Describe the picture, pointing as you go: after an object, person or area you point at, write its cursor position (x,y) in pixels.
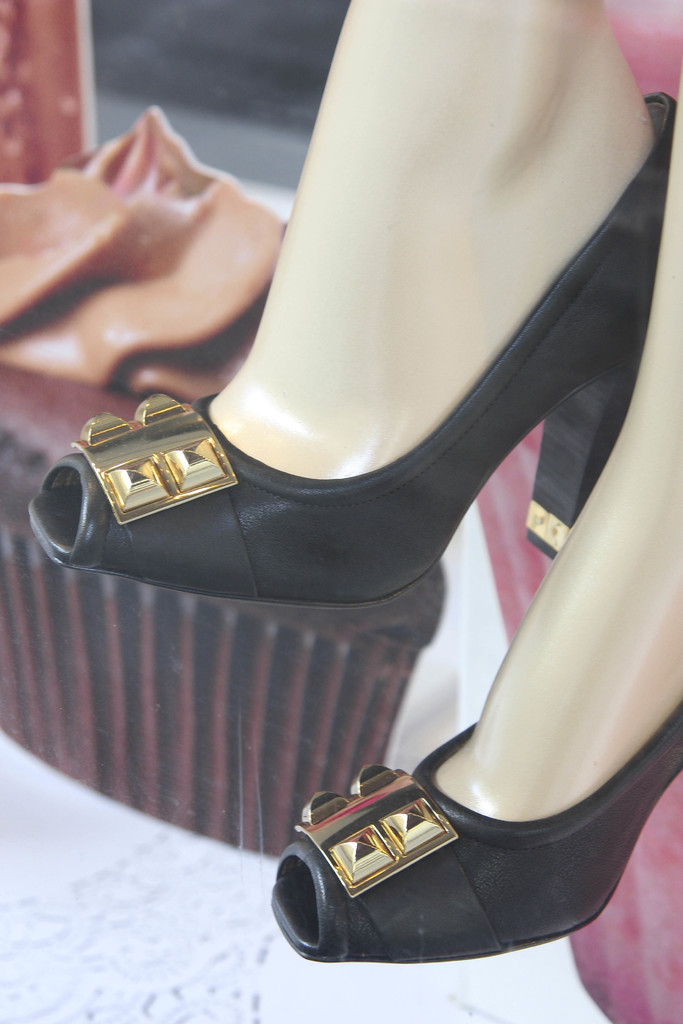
In this image I can see two legs (659,642) of mannequin (659,642) and a pair of black heels (481,464) on them.
